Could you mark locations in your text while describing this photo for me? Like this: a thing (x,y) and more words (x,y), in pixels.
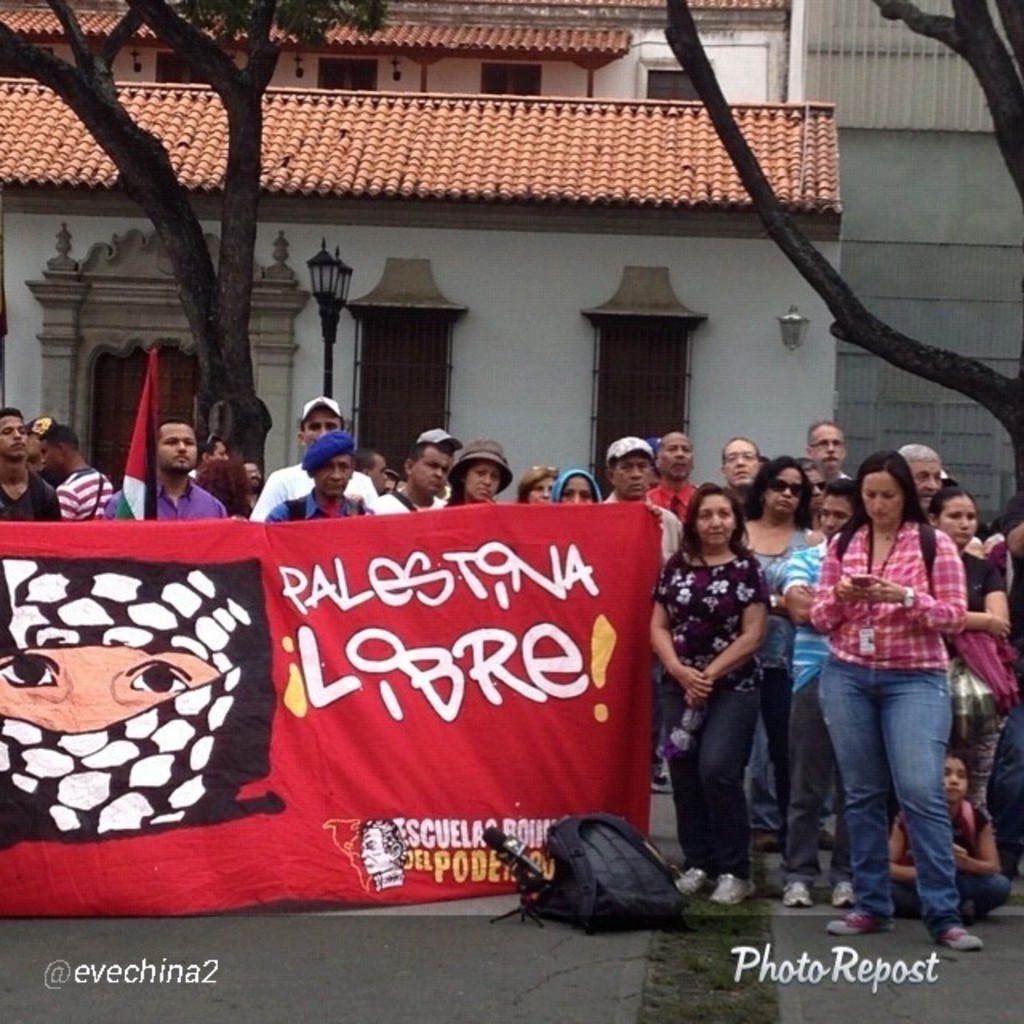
In this picture we can observe some people (769,568) standing. There are men (201,516) and women (227,480). We can observe a red color cloth (310,740). There are white color words (859,970) on this picture. We can observe a bag (563,892) on the road (571,978). In the background (339,339) there is a house (519,218), some trees (161,27) and a street light pole (339,279).
